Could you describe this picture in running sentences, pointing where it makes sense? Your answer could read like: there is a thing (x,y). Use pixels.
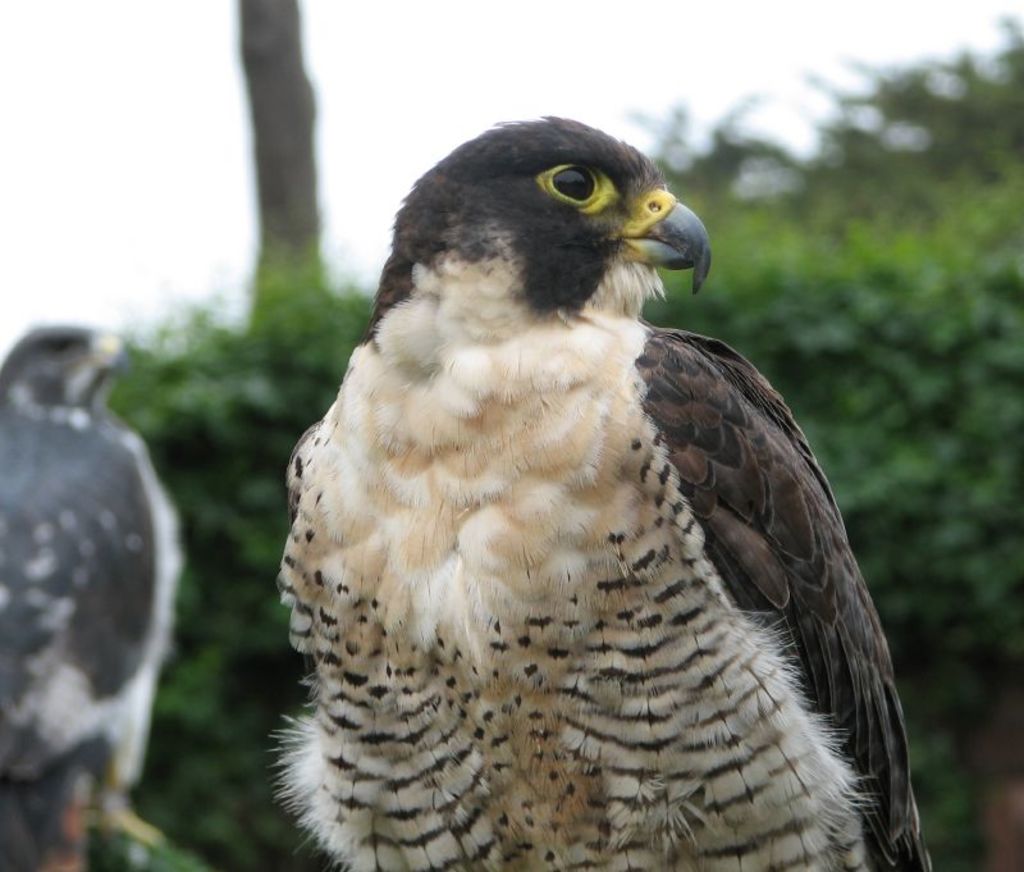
In this picture there is a falcon (470,413). On the left (113,645) we can see another falcon (102,673) standing on a perch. In the background (1021,314) we can see the plants (1017,326). At the top (608,10) there is a sky (612,24).
